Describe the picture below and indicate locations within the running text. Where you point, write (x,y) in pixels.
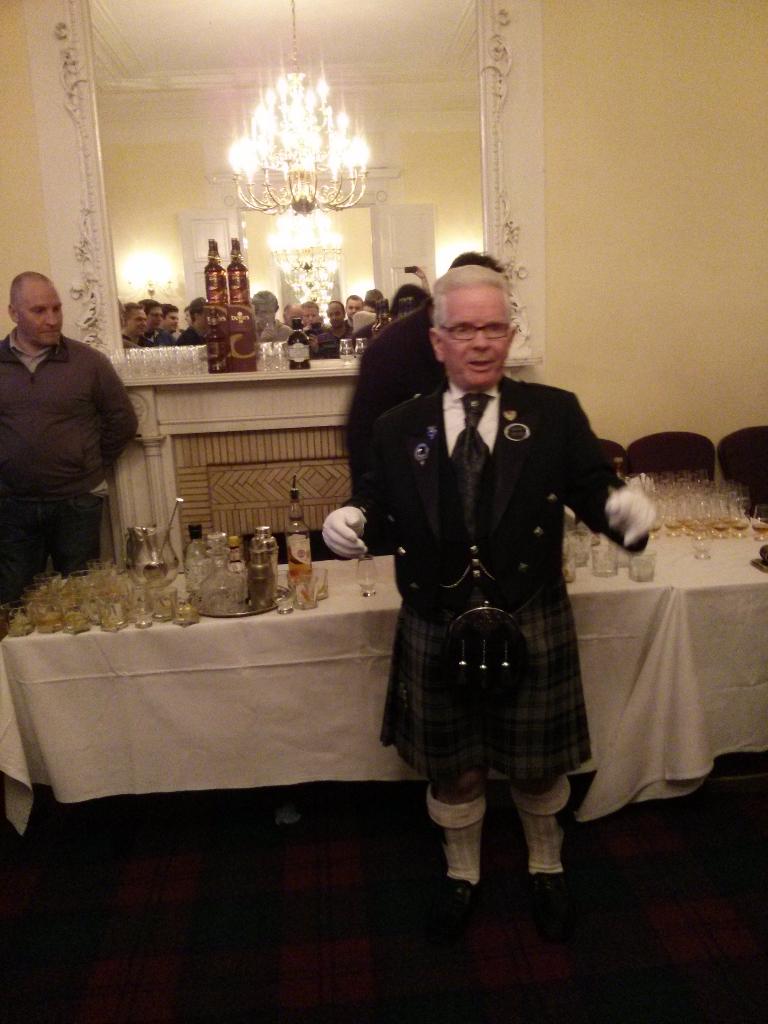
This image is clicked in a room (641,398). There is a man (533,518) standing in the middle (387,472) who is wearing a black dress (440,610) black shoes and white socks (470,830) with black tie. He also has gloves (349,534) to his hands (355,525). He wears specs (498,326) and there is a man (0,476) on the left side (43,407) corner, there is a table (699,615) in the middle of the image (301,559), where there are so many glasses (96,586) and bottles (291,549) on that table (589,579) there is a white cloth (206,697) on the table (259,704) on the top (317,205) there is light lamp (290,174). There is a big Mirror (180,100) on the top (474,232) where we can see the people (338,312) in front of them.
